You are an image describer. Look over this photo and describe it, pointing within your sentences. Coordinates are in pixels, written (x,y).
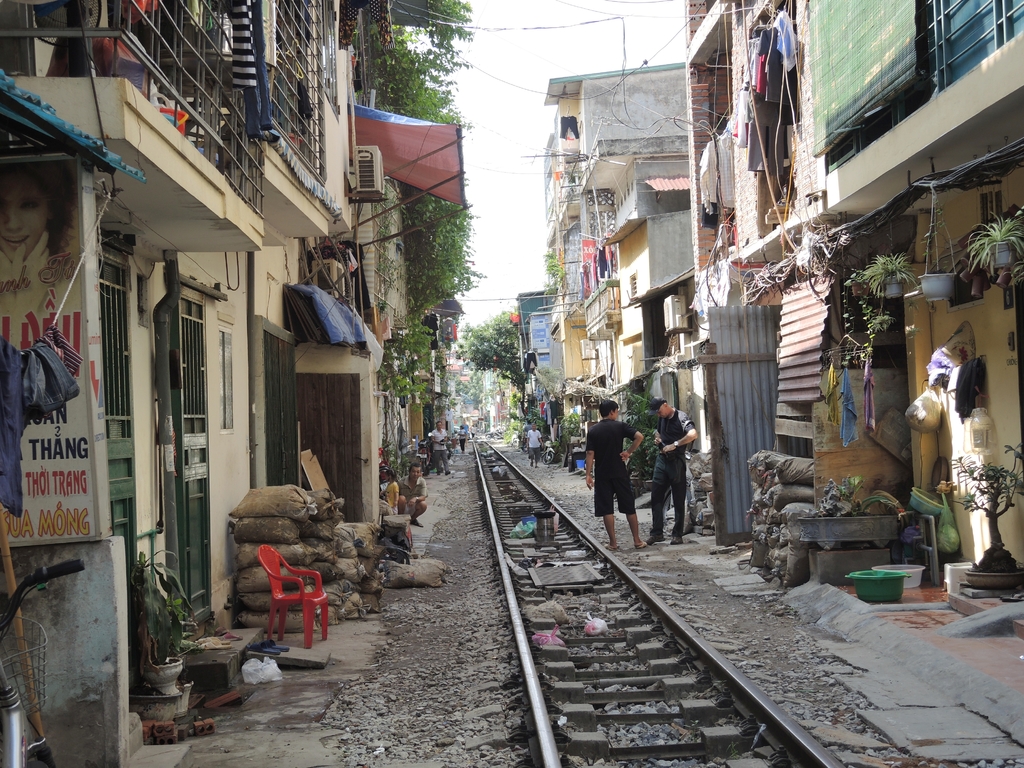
In this picture we can see two persons (656,481) standing here, on the right side (719,356) and left side (325,374) there are some buildings (390,303), we can see a chair (318,588) here, there are some bags (296,557) here, in the background (443,200) there are some trees (444,232), we can see sheets (753,342) here, on the right side (994,463) there is a plant (1000,541), we can see clothes (254,60) here, there is the sky (518,111) at the top of the picture (507,47), at the bottom (600,611) there is a railway track (597,641), we can see stones (459,659) here.
